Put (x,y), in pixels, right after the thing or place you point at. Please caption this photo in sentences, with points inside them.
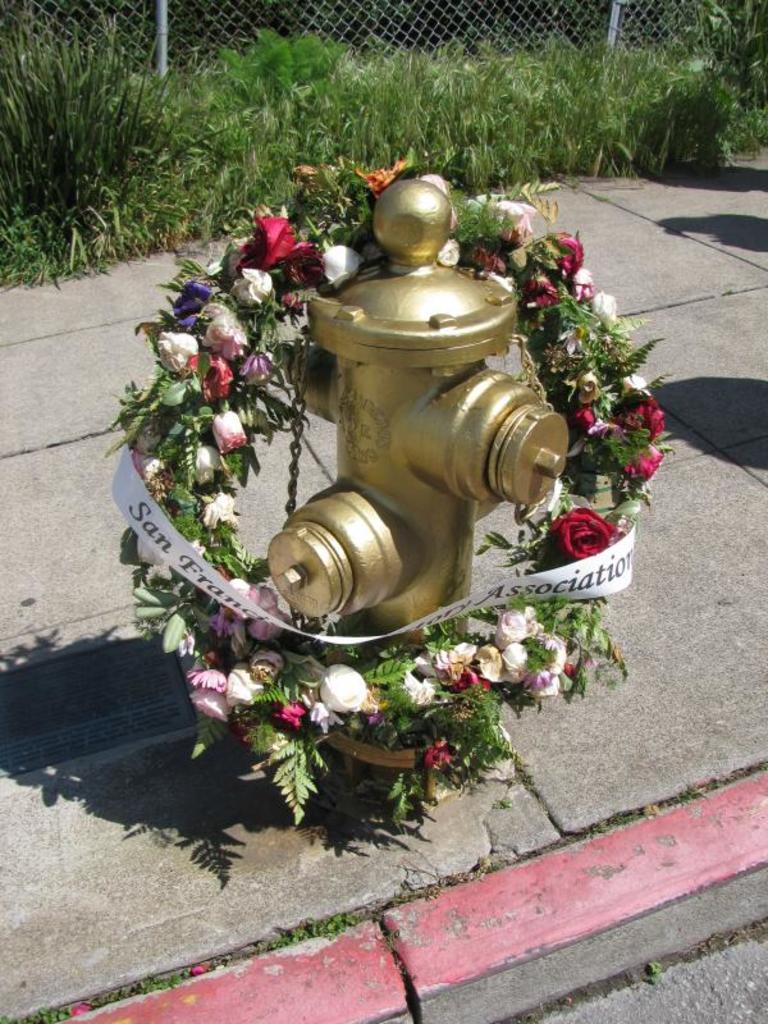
In this picture we can see a fire hydrant (377,454) with the wreath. Behind the fire hydrant (398,306), there are plants (328,149) and the wire fencing (485,35).
